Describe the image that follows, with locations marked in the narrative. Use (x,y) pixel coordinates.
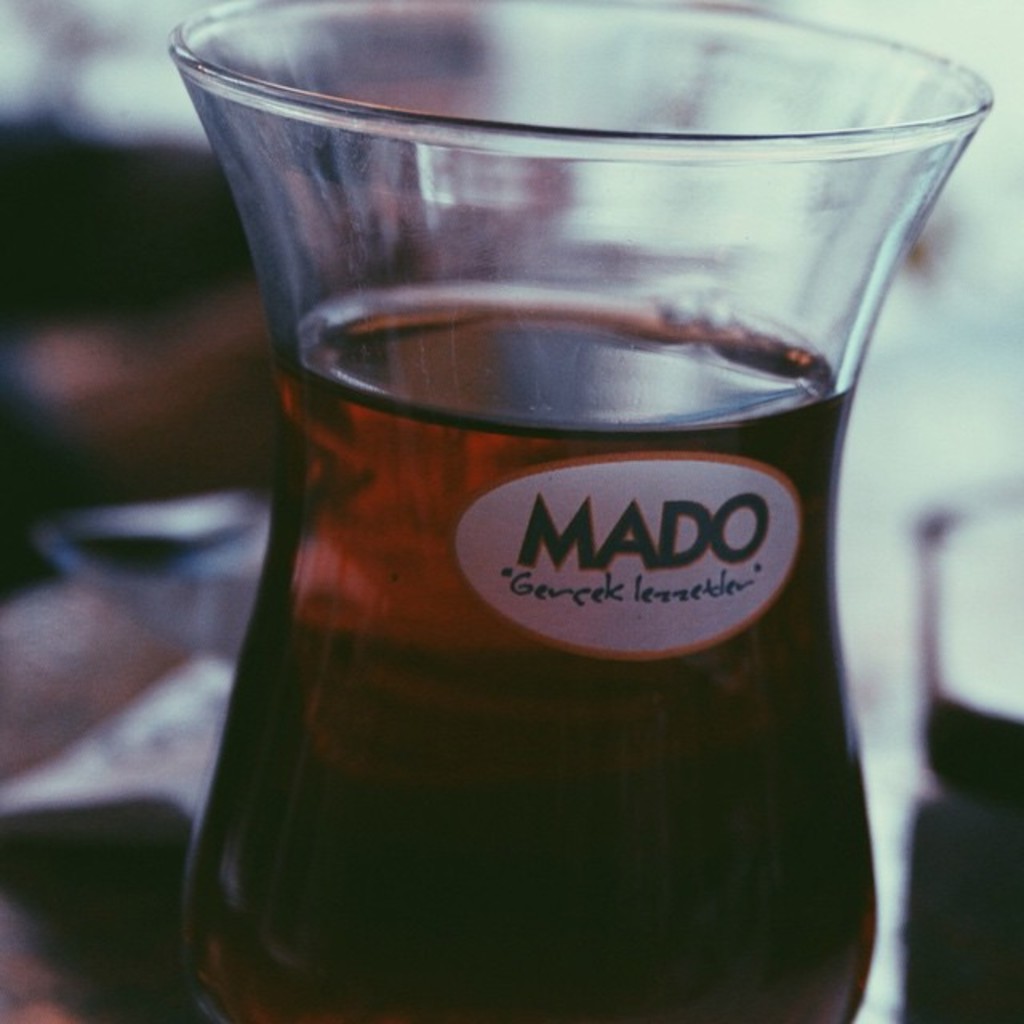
There is a glass (520,208) filled with some drink (824,696) and the background of the glass (738,552) is blurry.
